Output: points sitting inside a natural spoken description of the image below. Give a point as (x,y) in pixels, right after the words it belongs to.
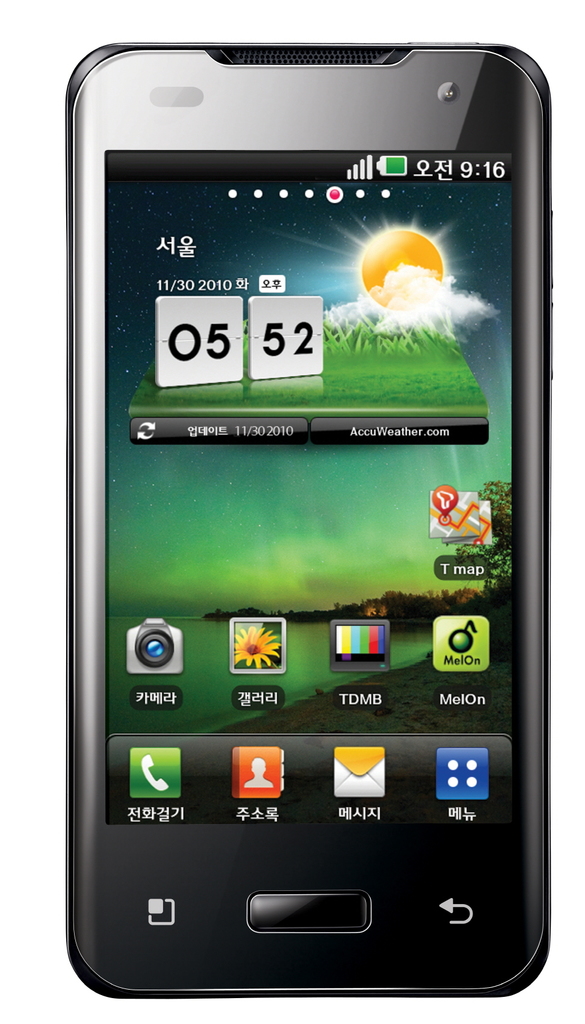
In this image there is a mobile (413,614).
